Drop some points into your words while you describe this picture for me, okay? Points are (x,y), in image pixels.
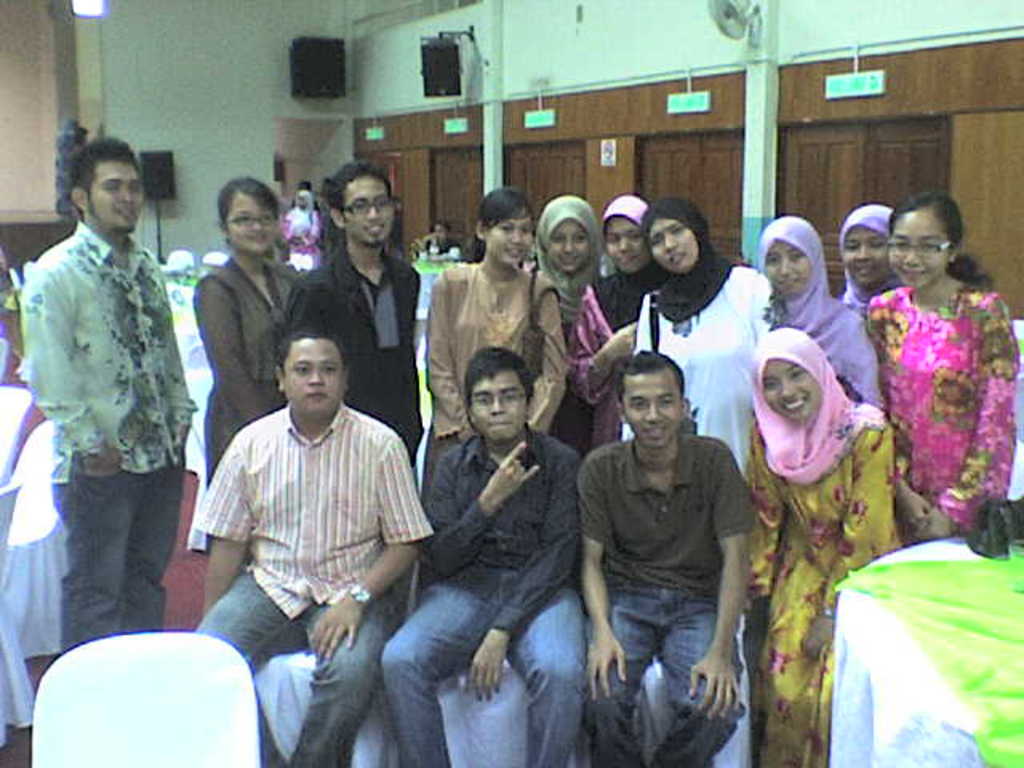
In this picture I can see group of people (433,415) among them some are standing and some are sitting on chairs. In the background (438,191) I can see a white color wall (197,54), poles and wooden wall (417,191). I can also see black color objects (326,66). On the left side (51,508) I can see chairs (48,521) on which white color clothes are covered.
